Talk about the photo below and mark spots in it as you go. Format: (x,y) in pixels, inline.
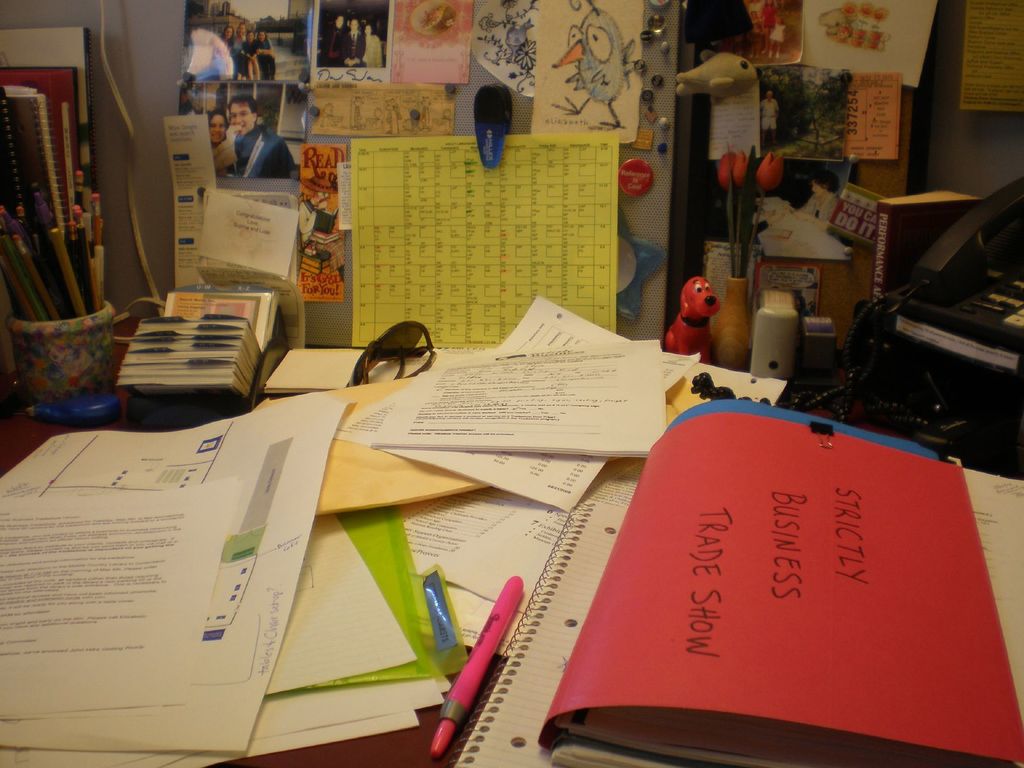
In this picture I can see papers (506,532), books (669,519), pens (516,584), toys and other objects (382,351) on the table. On the right side (974,229) I can see a telephone (892,298). In the background (617,189) I can see photos (223,118), papers (554,135) and other objects (510,95) attached to the wall (319,336).
